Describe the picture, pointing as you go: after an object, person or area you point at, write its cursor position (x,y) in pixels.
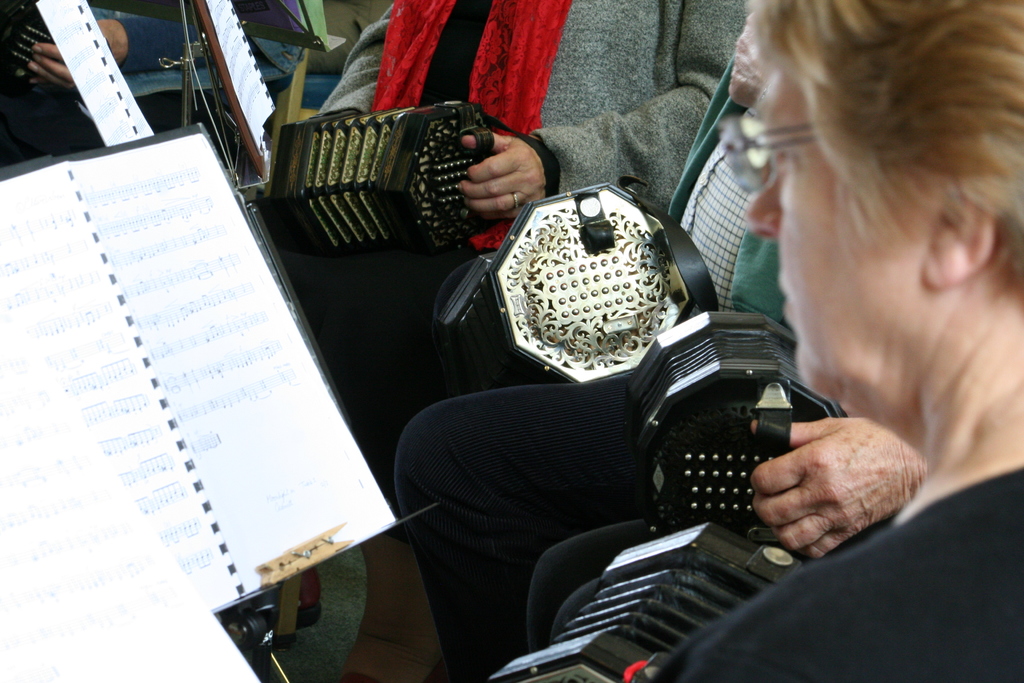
In this image we can see there are persons (284,268) sitting on the chair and holding a musical instrument (392,177). And at the front (162,264) there is a stand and a paper (279,450) attached to it.
